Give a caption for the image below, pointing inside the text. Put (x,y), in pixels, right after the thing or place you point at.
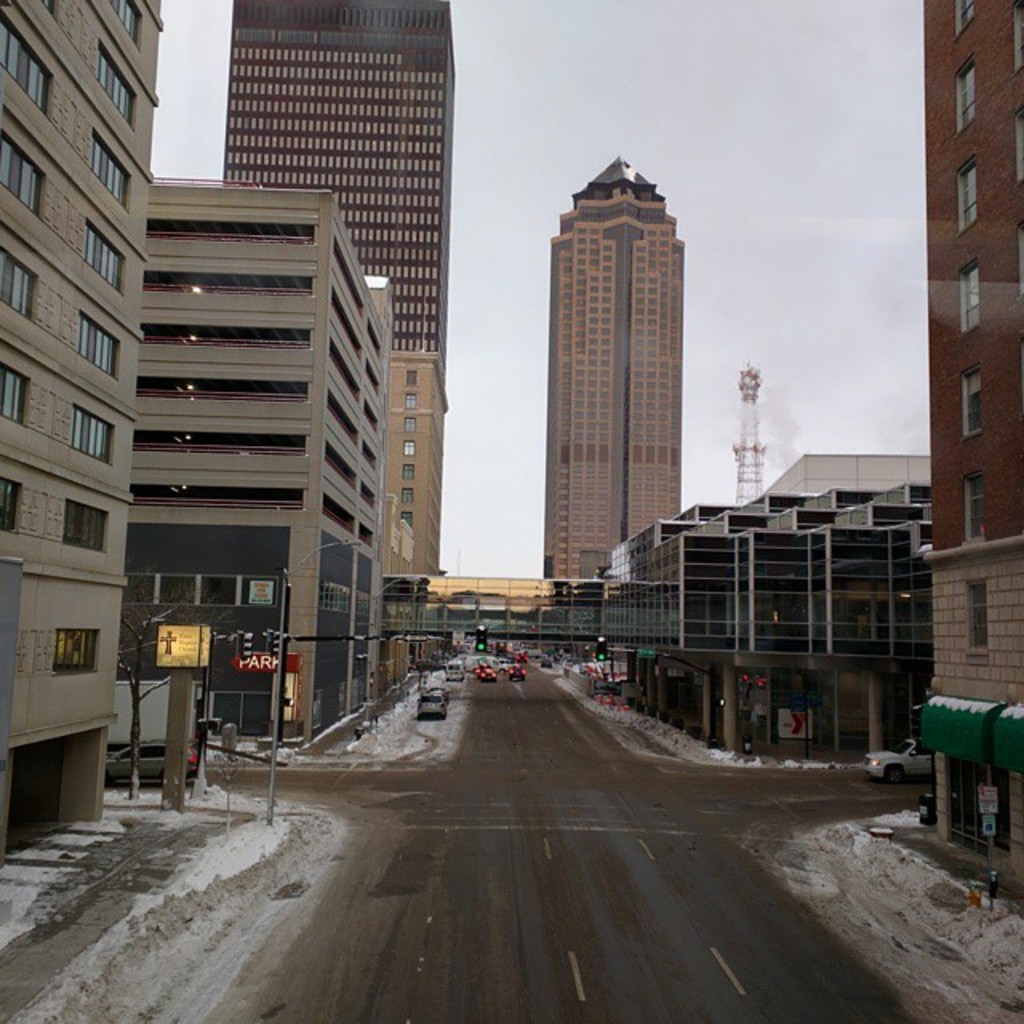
This image is taken outdoors. At the bottom of the image (495,882) there is a road (435,784). At the top of the image (553,195) there is a sky (481,220) with clouds (787,315). In the middle of the image (617,465) there are a few buildings (305,509) and skyscrapers (360,192) with walls (591,325), windows (379,58), doors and there is a tower (751,434), in the middle of the image (499,648) a few vehicles (516,677) are moving on the road (466,705) and a few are parked on the road (416,791).
